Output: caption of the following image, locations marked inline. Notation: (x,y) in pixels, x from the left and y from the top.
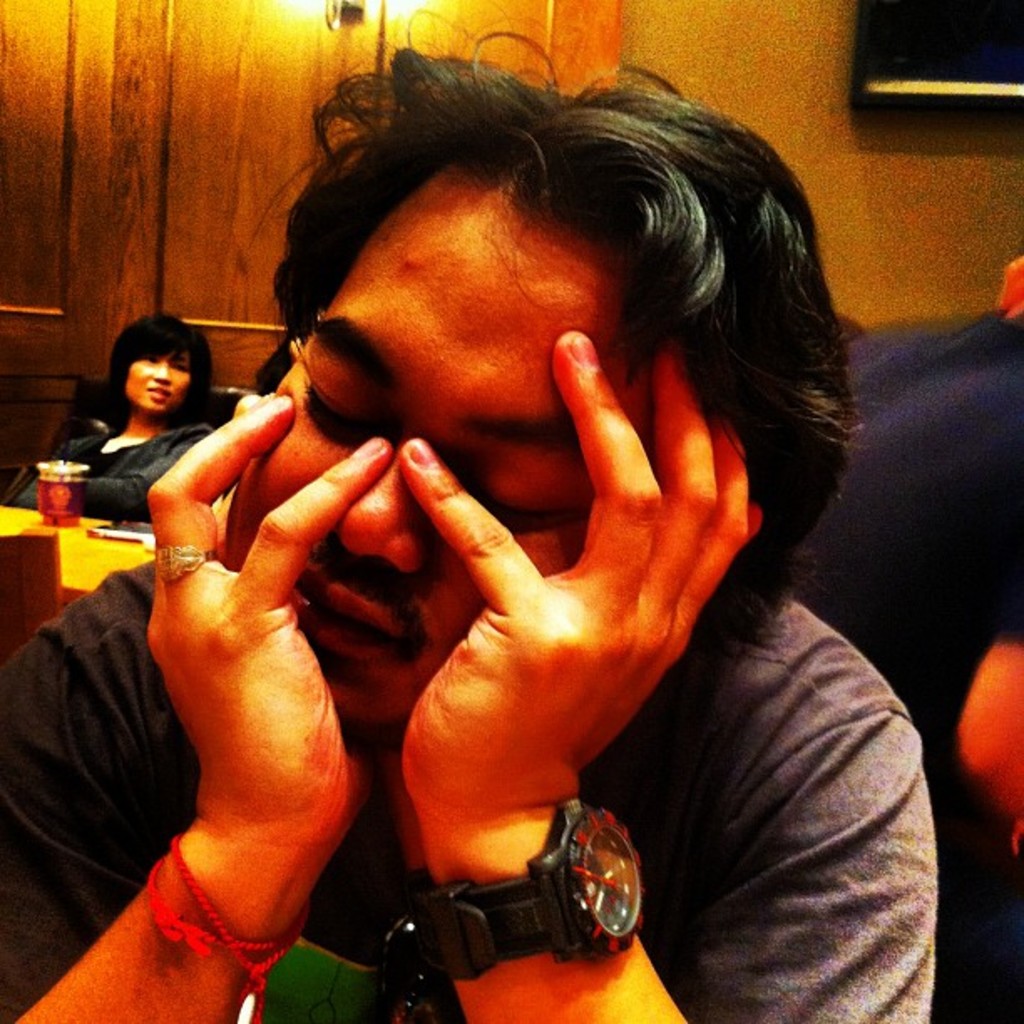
In this image I can see a person (568,978) in the foreground (481,987) wearing a watch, in the background (131,476) I can see a person (116,475) sitting and a glass (85,467) on the table (62,534).
